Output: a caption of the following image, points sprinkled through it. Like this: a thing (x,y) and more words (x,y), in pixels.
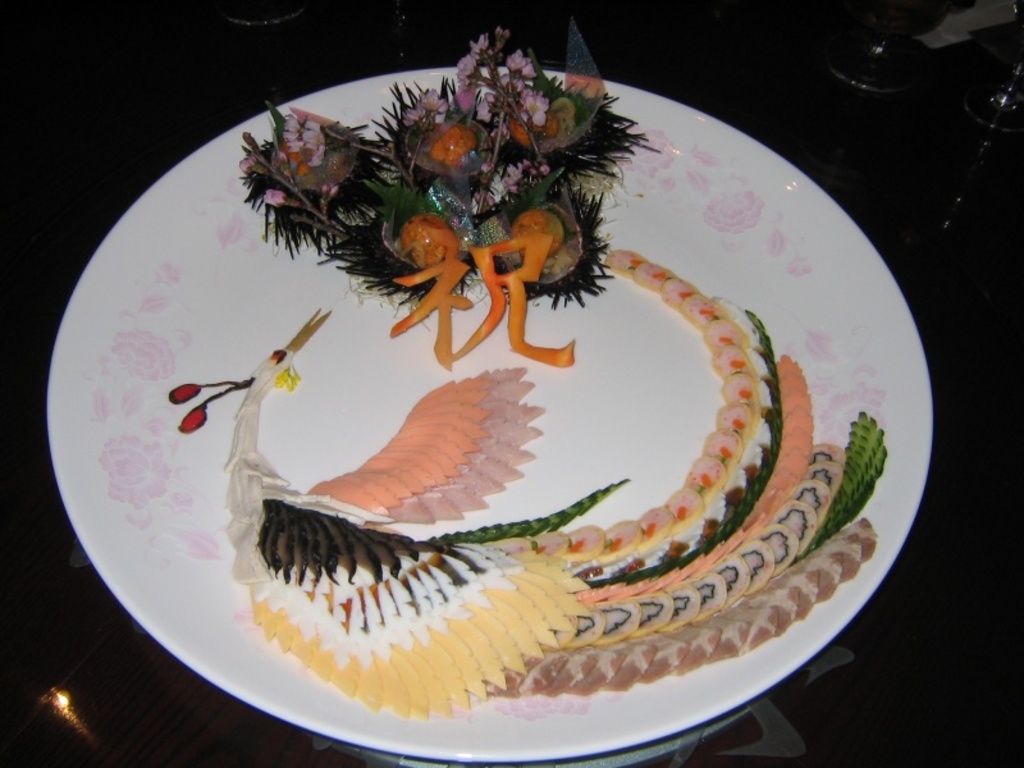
In the image we can see a plate (287,339), white in color. In the plate (110,470) there are food items (332,575) and the surface (562,7) is dark.
